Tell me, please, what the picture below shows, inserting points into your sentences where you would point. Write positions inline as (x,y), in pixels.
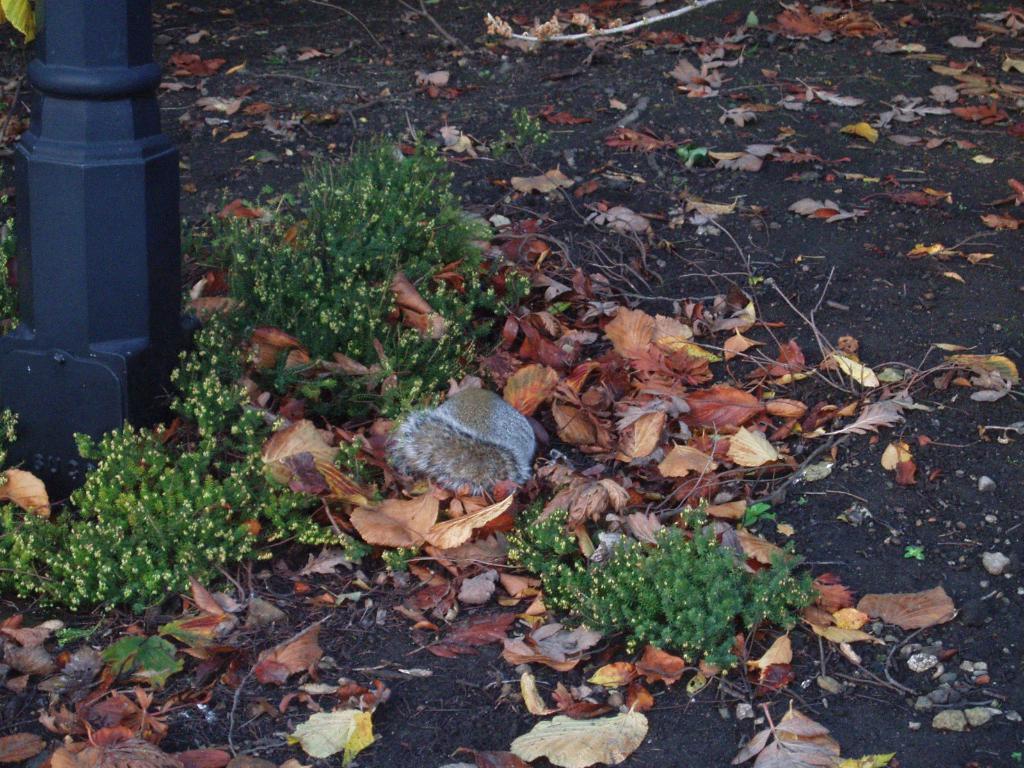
In this image there are plants (258,443), pole (117,183). At the bottom of the image (370,721) there are dried leaves (511,399) and some other object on the surface (482,129).
